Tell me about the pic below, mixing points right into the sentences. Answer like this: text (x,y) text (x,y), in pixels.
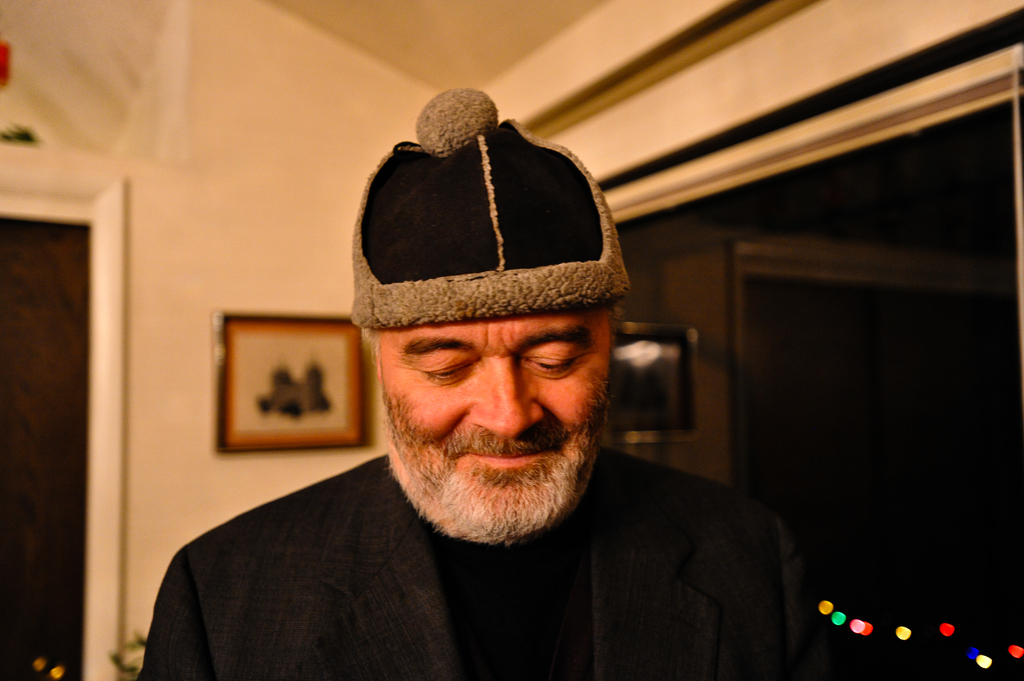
In this image there is a person (471,606) with a cap (506,176), and at the background (672,232) there is glass (746,341), frame (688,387) attached to wall (193,269), door (13,287).
